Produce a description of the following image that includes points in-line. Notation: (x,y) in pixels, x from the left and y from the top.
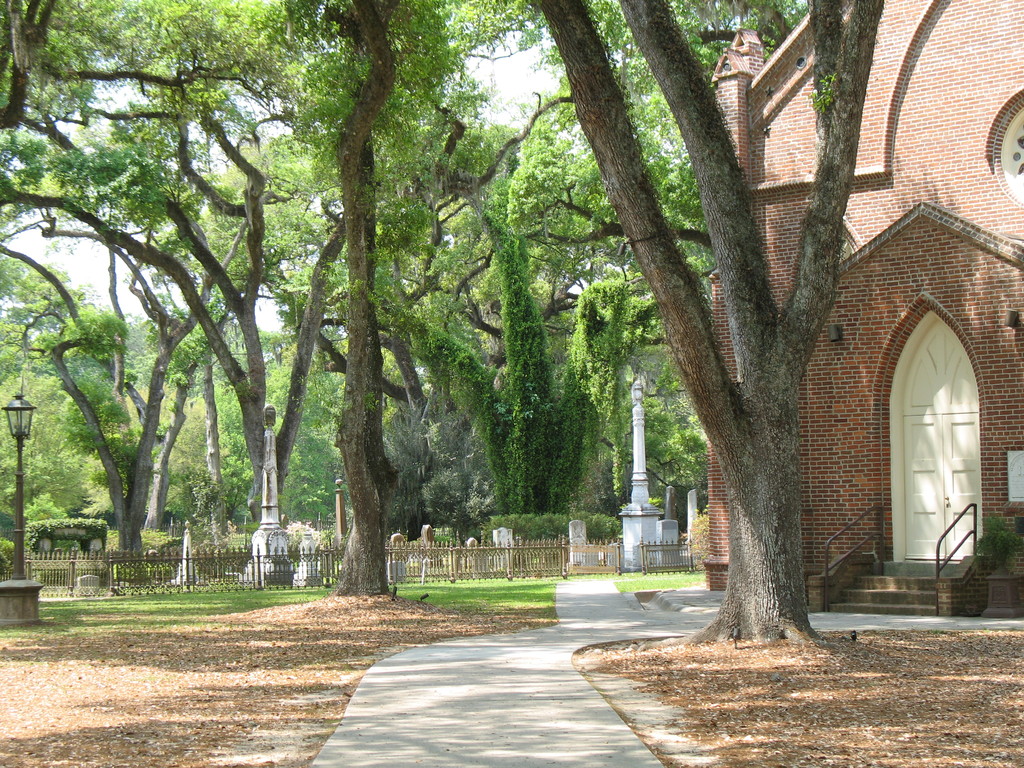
In this image in the center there is a road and we can see grass (485,587) on the surface (439,595). On the left side of the image (22,560) there is a light (27,409). At the right side of the image (852,348) there is a building (893,463) and in front of the building (900,549) there are stairs (912,572). In the background (672,534) there are trees (358,341) and graveyard (269,489).
